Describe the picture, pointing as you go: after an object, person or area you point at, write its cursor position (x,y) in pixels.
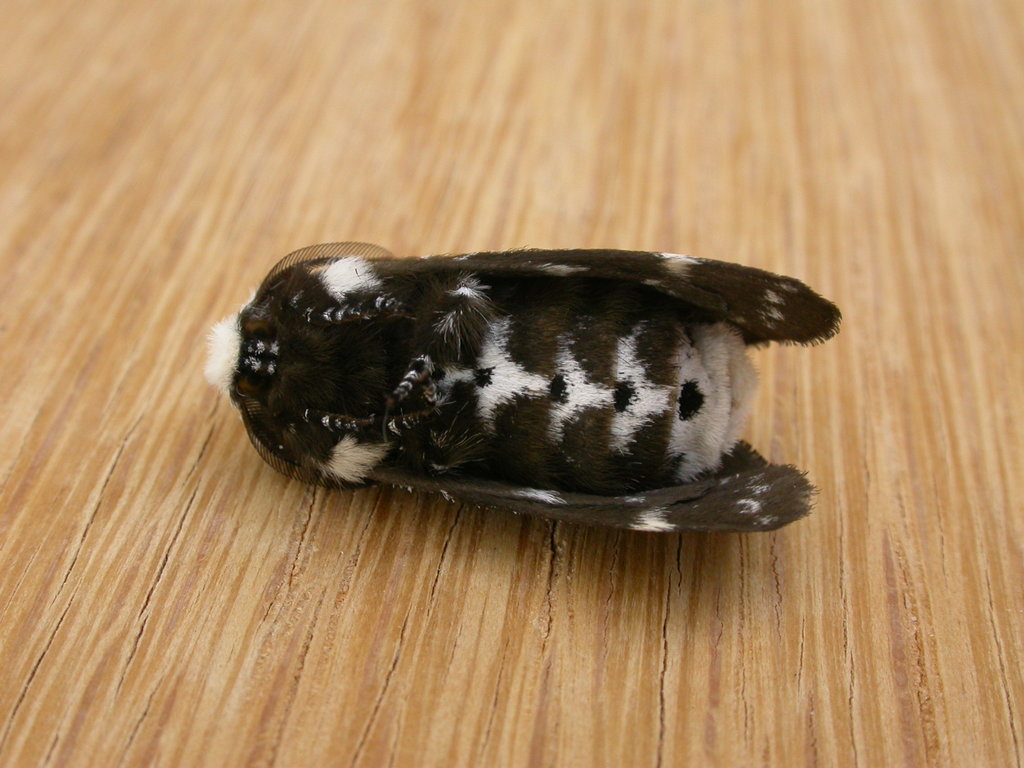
We can see insect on the wooden surface (598,161).
